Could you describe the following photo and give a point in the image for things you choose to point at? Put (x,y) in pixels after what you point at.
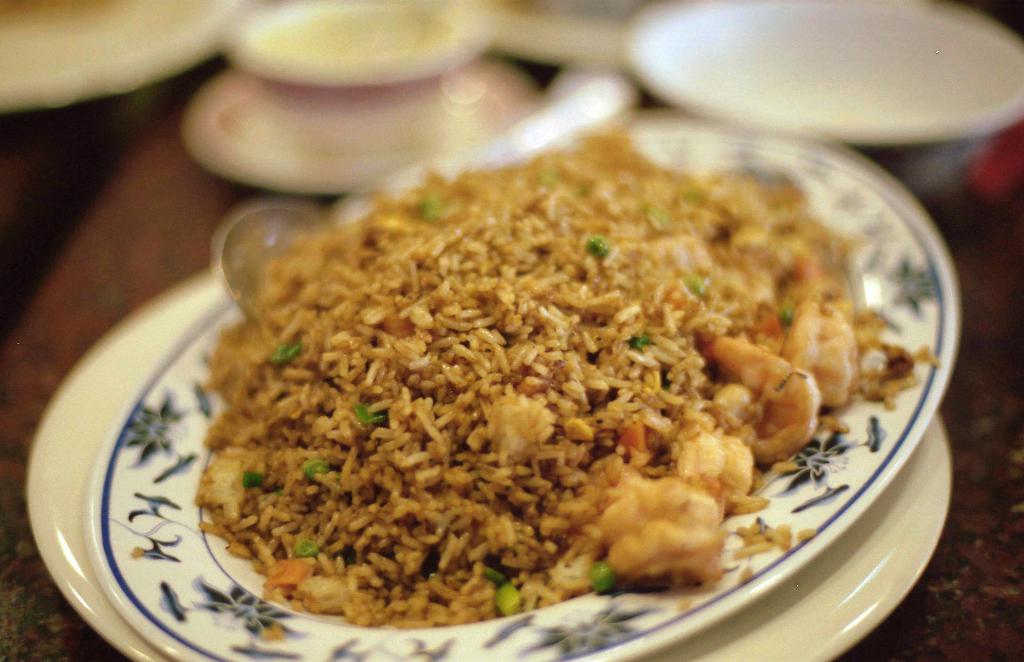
In this image we can see a table (147,286) and on the table (148,240) there is a serving plate (175,496) with food (667,402) on it.
